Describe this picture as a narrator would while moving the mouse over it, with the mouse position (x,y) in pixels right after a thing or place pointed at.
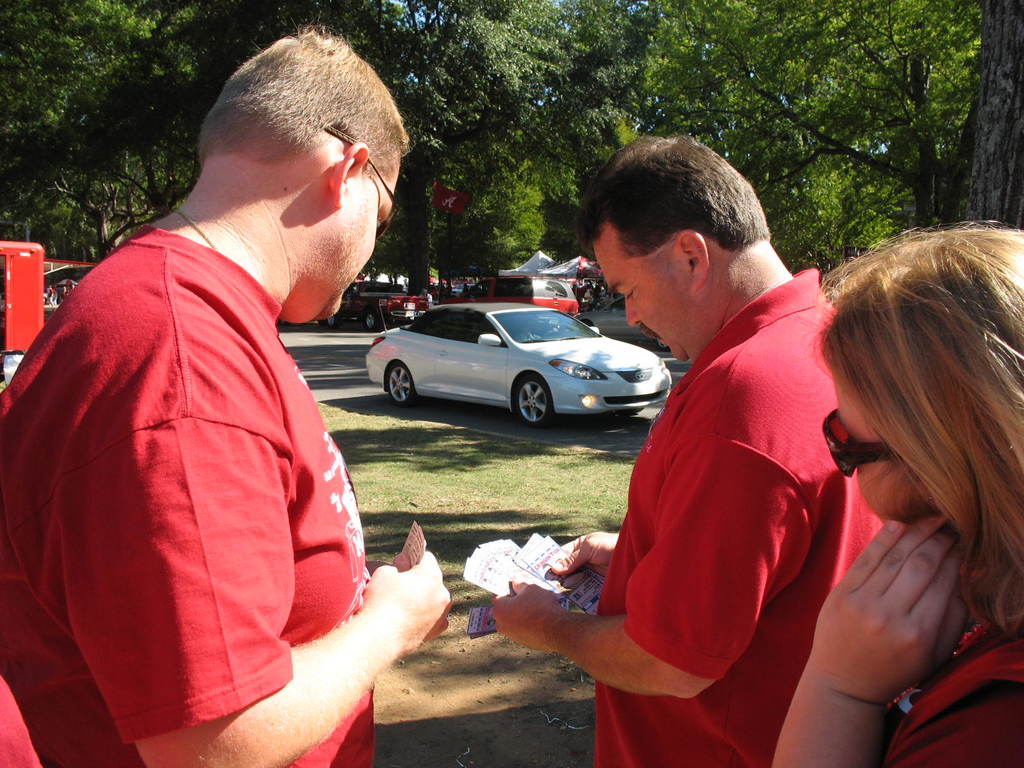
In this image we can see group of people (614,270) are standing, they are wearing the red color dress (772,301), there are the trees (526,218), there a car (519,314) is travelling on the road (355,346).
